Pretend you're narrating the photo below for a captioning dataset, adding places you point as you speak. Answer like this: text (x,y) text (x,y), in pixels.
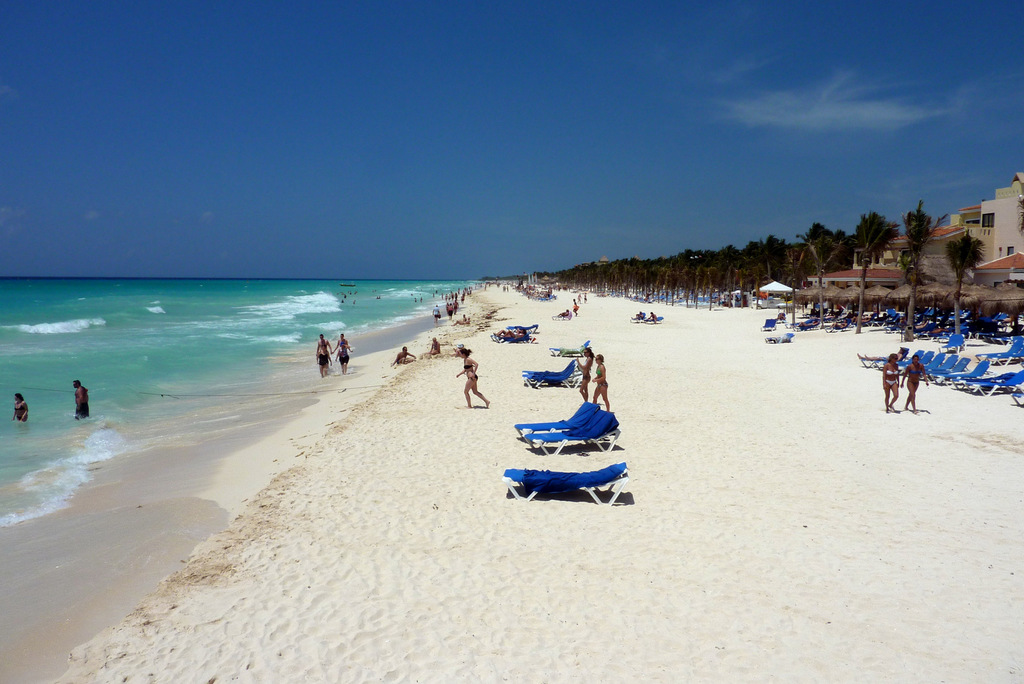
In this image there are group of persons (918,378) on the left side (120,358) there is a beach (405,322), and in the center (526,334) there are some chairs (704,298) some of them are sitting on chairs (774,343) and some of them are walking in to the beach (352,386). At the bottom (378,536) there is sand (909,546) and in the background (995,235) there are some trees (744,251) and buildings (951,239), at the top of the image (555,194) there is sky (582,240).
